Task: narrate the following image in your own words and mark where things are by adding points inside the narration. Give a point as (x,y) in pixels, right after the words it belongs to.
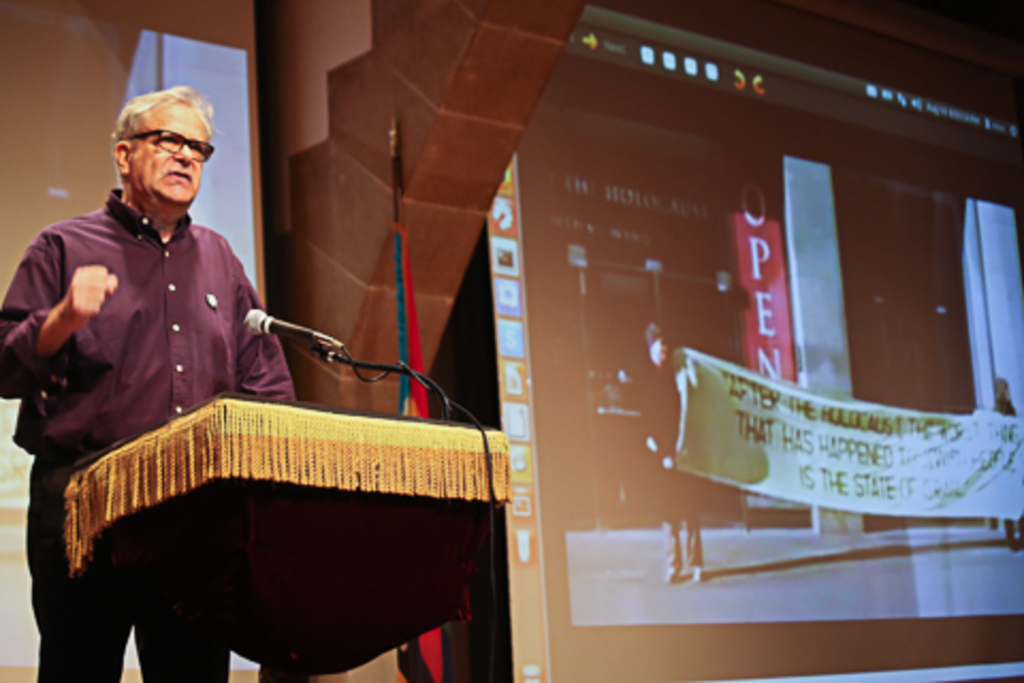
On the left (168,343) there is a person (138,313) standing in front of the podium (344,507) and speaking into a microphone (308,329). On the right (779,237) there is a projector screen (719,265). In the background (413,317) towards left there is a flag (394,236).
